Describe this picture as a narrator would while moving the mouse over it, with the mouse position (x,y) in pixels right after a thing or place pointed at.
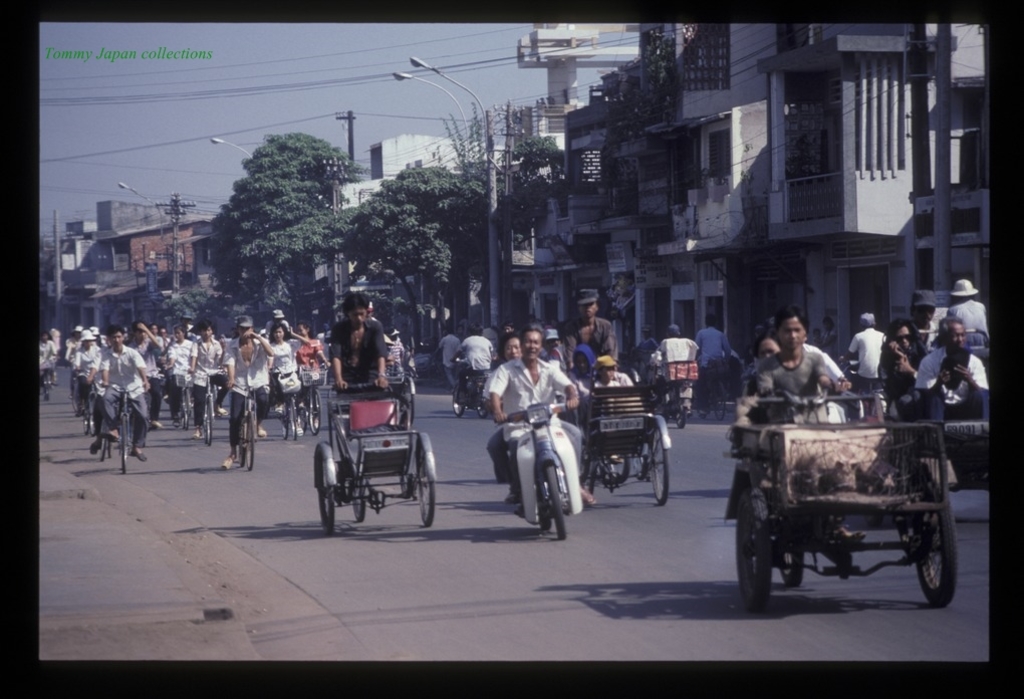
In this image there are persons (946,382) riding bicycles (211,401) and the persons (577,439) riding vehicles (568,448) in the center (476,416) on the road (450,436). In the background (223,241) there are trees (284,234), buildings (793,193), poles (507,141), and wires (371,76).
